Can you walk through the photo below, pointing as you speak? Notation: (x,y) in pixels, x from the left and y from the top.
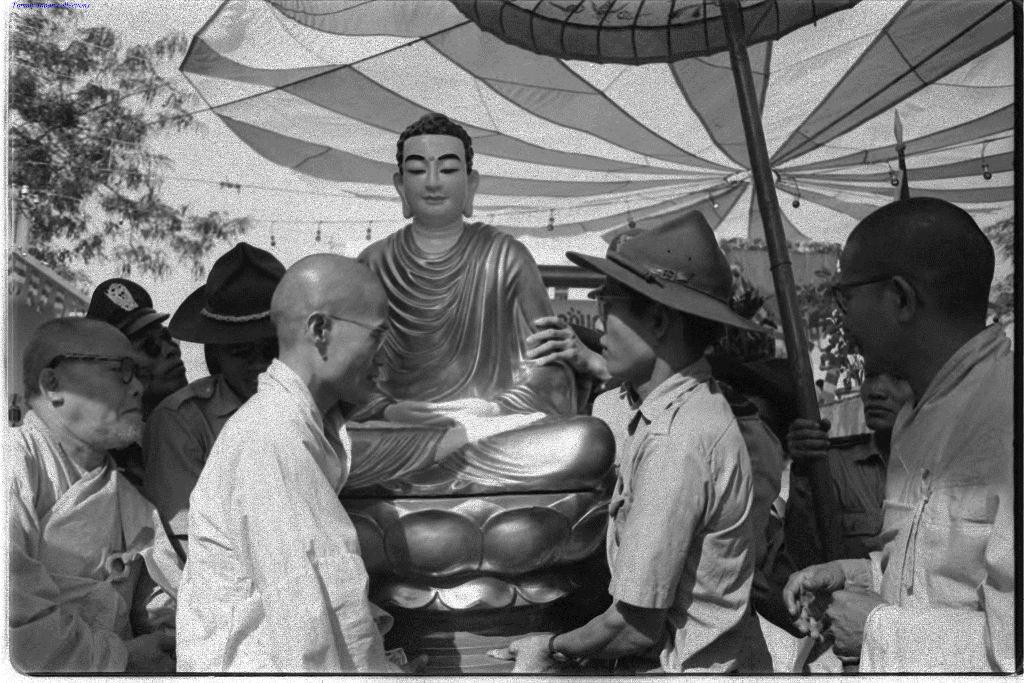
In this image there are people (946,392) holding the statue (412,287). On the right side of the image (839,459) there is a person (857,451) holding the umbrella (636,18). In the background of the image (156,191) there are trees (207,227), buildings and sky (159,194).
